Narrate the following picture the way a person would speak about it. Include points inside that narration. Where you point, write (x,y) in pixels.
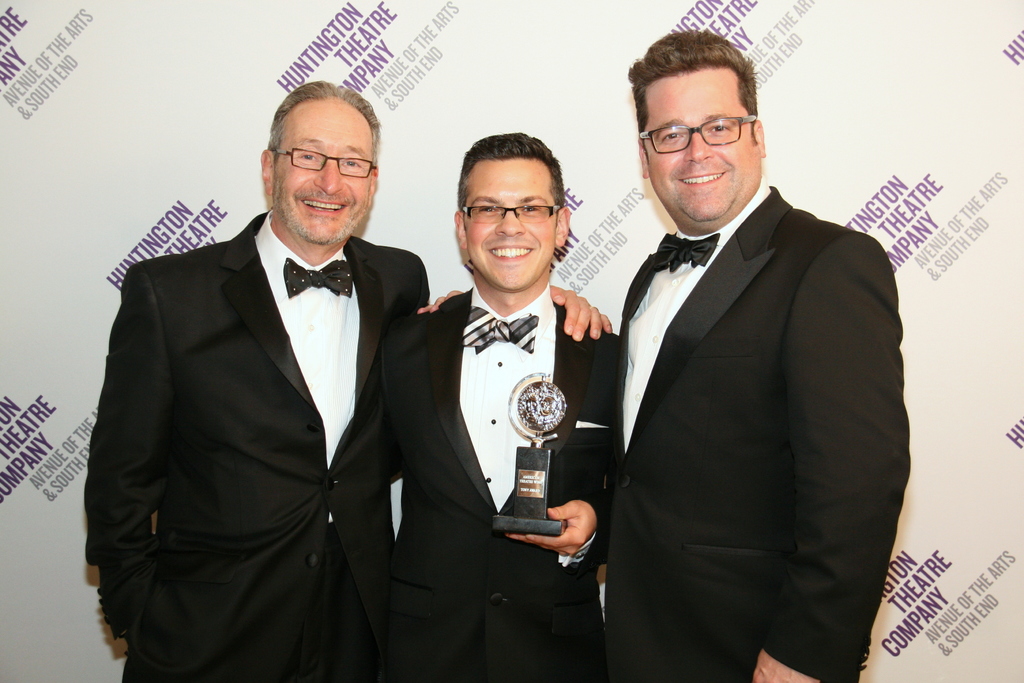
This image consists three persons (597,349) all are wearing black suits (587,414) and white shirts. In the background (125,260), there is a banner (921,302). In the middle (426,331), the man (610,452) is holding an award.
